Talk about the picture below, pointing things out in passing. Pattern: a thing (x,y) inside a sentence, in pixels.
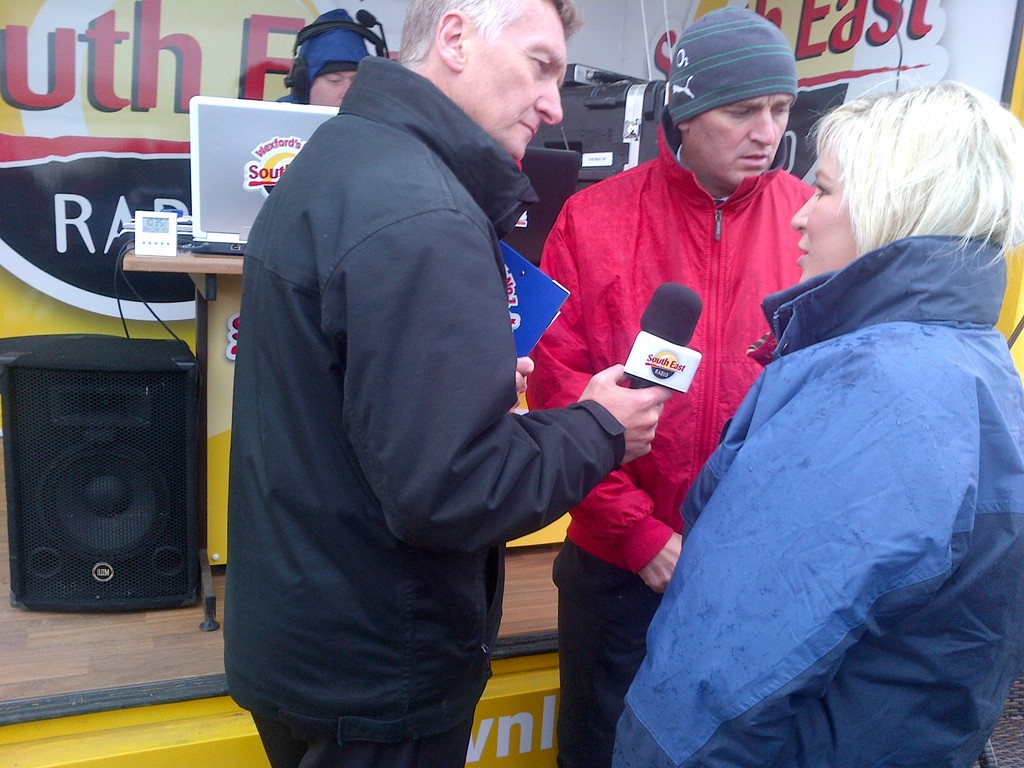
This image is taken outdoors. In the background (100,702) there is a dais (15,651) and there is a poster (158,184) with a text (761,9) on it. A man (296,88) is sitting on the chair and there is a table (178,268) with a few things (596,177) on it and there is a speaker box (72,544) on the dais (87,662). In the middle of the image (387,509) a man (352,268) is standing and he is holding a mic (656,314) in his hand (608,405). On the right side of the image (825,301) a man (727,327) and a woman (809,418) are standing.
